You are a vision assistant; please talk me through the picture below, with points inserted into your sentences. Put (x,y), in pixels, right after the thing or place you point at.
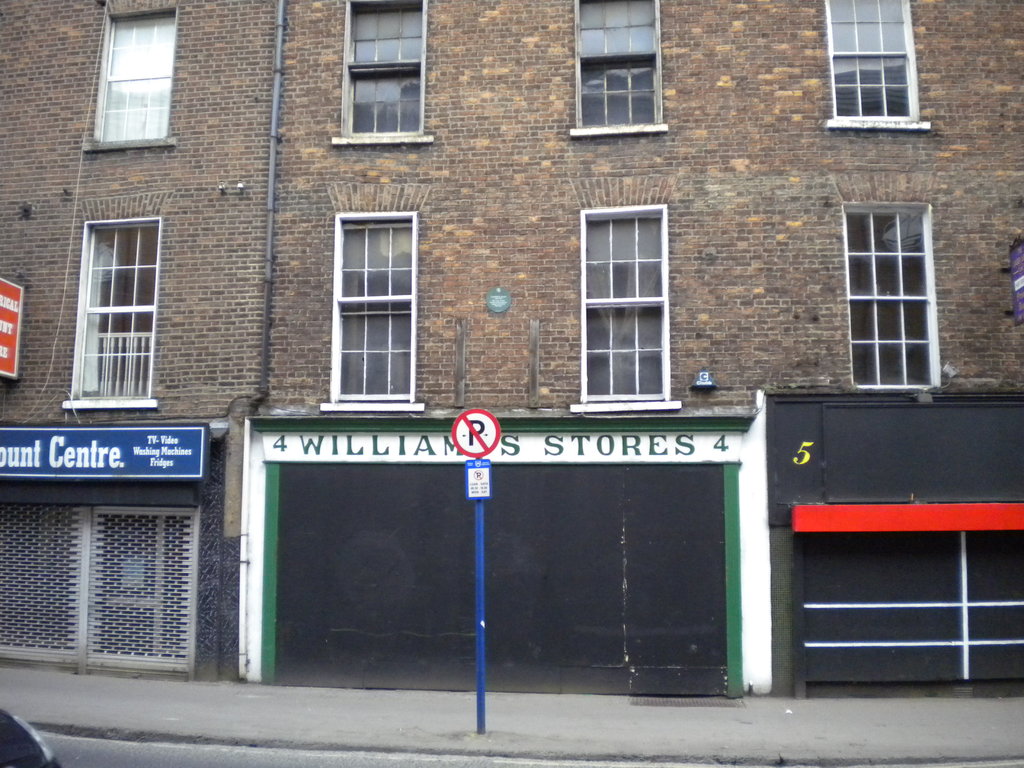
In the image we can see a building (634,158) and these are the windows (658,75) of the building (842,79), there is a pipe (277,72) and a pole (480,613). These are the posters (122,451).
